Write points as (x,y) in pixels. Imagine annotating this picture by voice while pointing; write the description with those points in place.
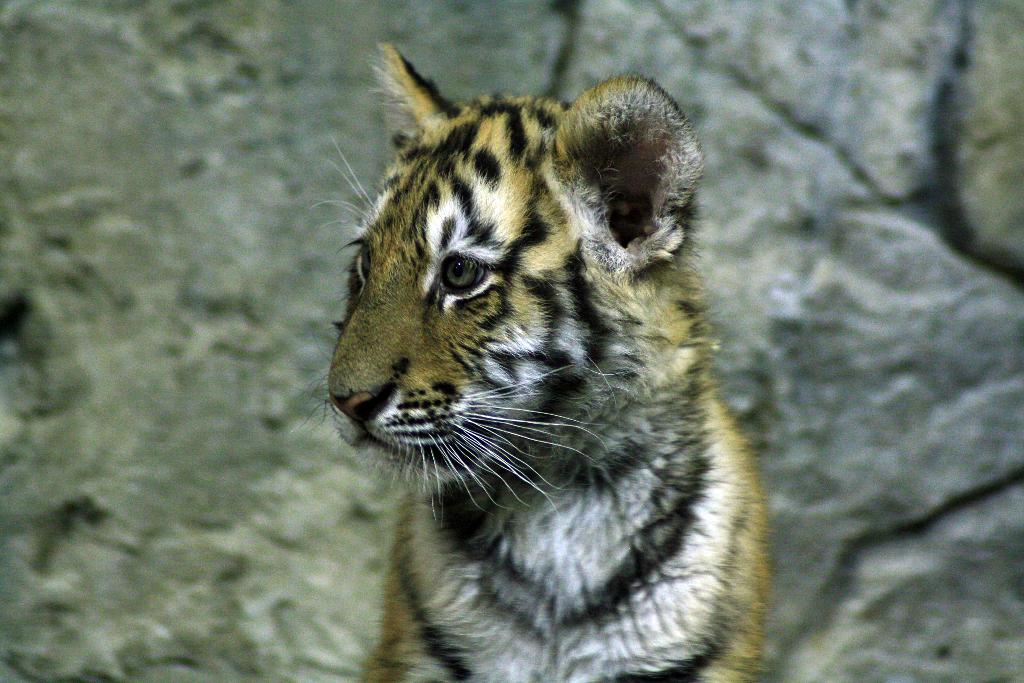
In the image there is a tiger (568,534) in front of rocky wall (228,42).
